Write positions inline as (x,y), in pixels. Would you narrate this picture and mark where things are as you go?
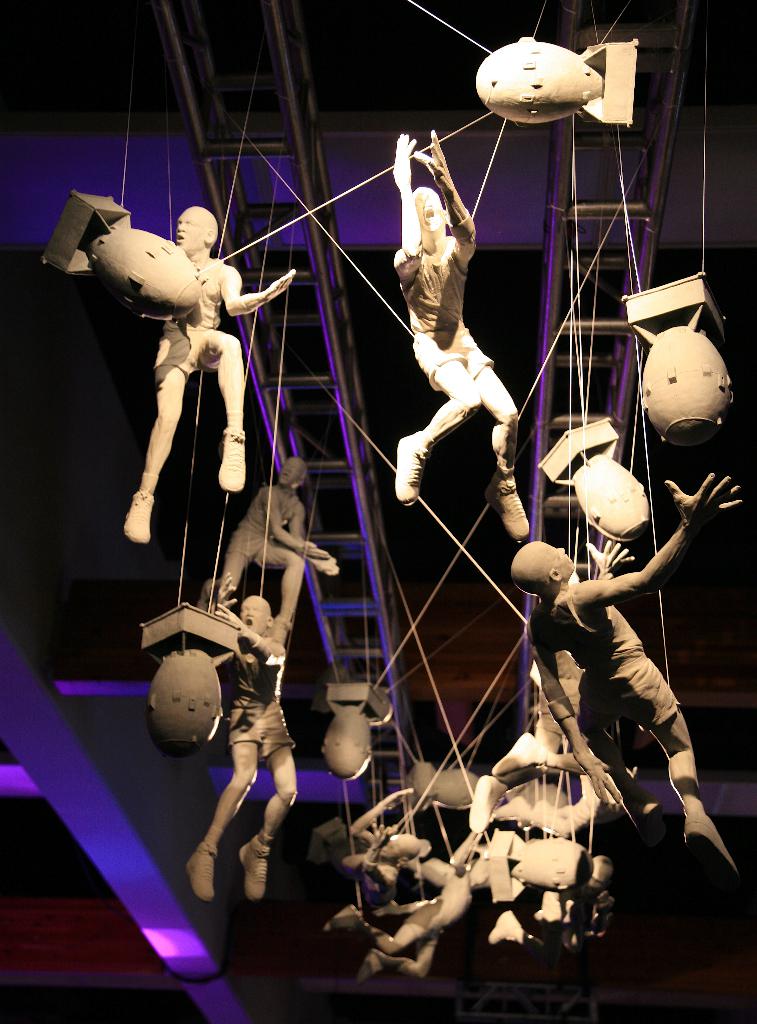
In this image we can see group of statues (588,69) are tied with ropes (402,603) on a metal frame (242,253) inside a building (643,764). In the background (121,886) we can see some lights (161,930).
